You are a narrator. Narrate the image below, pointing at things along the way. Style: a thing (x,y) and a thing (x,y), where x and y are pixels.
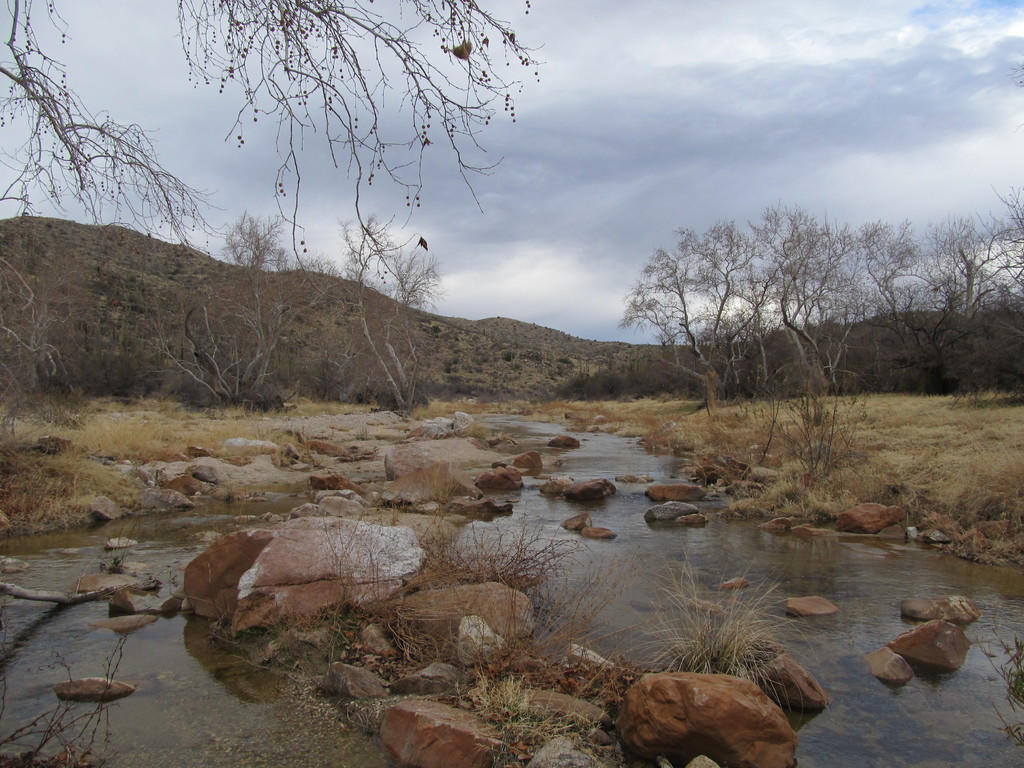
In this image there is the sky (728,119), there are mountains (70,270), there are trees (760,327), there are trees (784,316) truncated towards the right of the image (997,312), there are trees (37,306) truncated towards the left of the image (36,311), there are trees (201,44) truncated towards the top of the image (338,51), there is the grass (231,428), there are plants (670,616), there is the river (562,457), there are stones (571,437) in the river (581,606).
